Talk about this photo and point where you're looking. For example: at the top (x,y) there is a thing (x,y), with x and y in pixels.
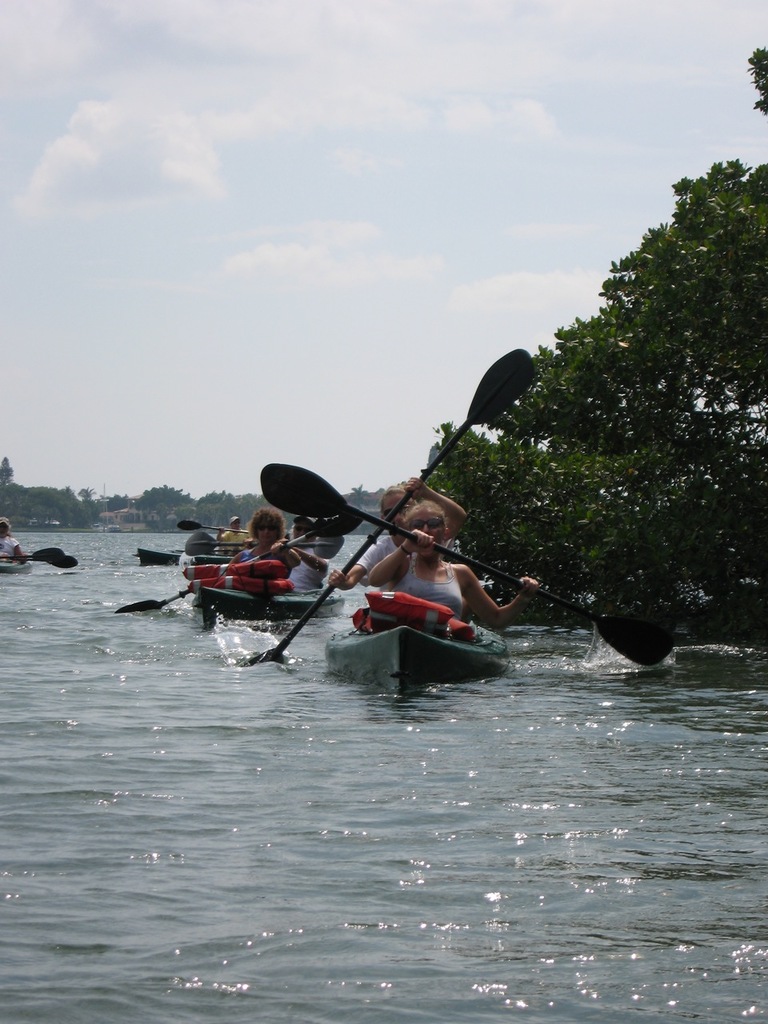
In this image I can see a lake (305,911) and few boats (487,645) in it. I can also see few people (432,520) riding their boats (264,602). Here I can see a tree (640,464).
